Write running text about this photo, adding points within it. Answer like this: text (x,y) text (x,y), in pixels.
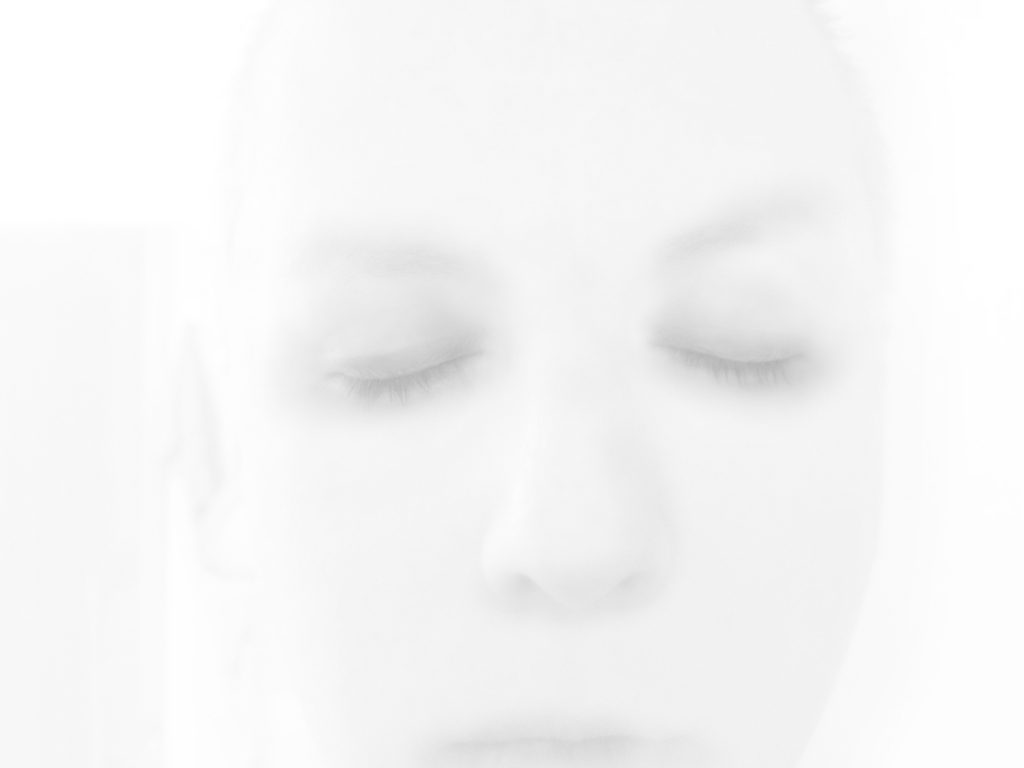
In this black and white picture there is a person (552,370).
